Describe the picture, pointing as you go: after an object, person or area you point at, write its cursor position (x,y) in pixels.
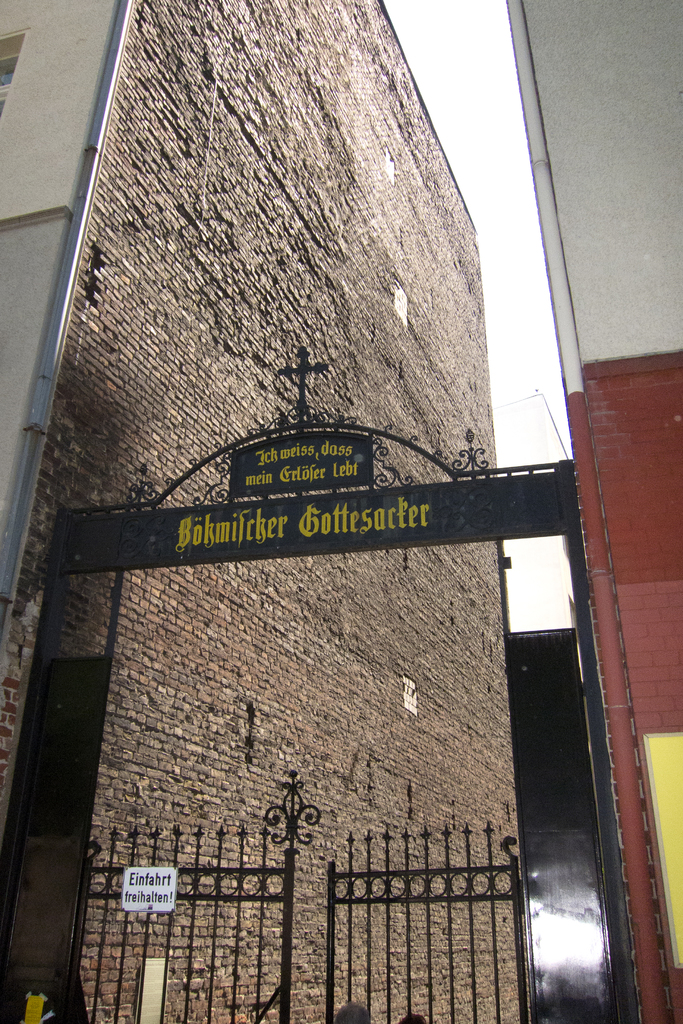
In this picture I can see there is a building (230,608) and there is a gate (527,868) and the sky (503,324) is clear.
